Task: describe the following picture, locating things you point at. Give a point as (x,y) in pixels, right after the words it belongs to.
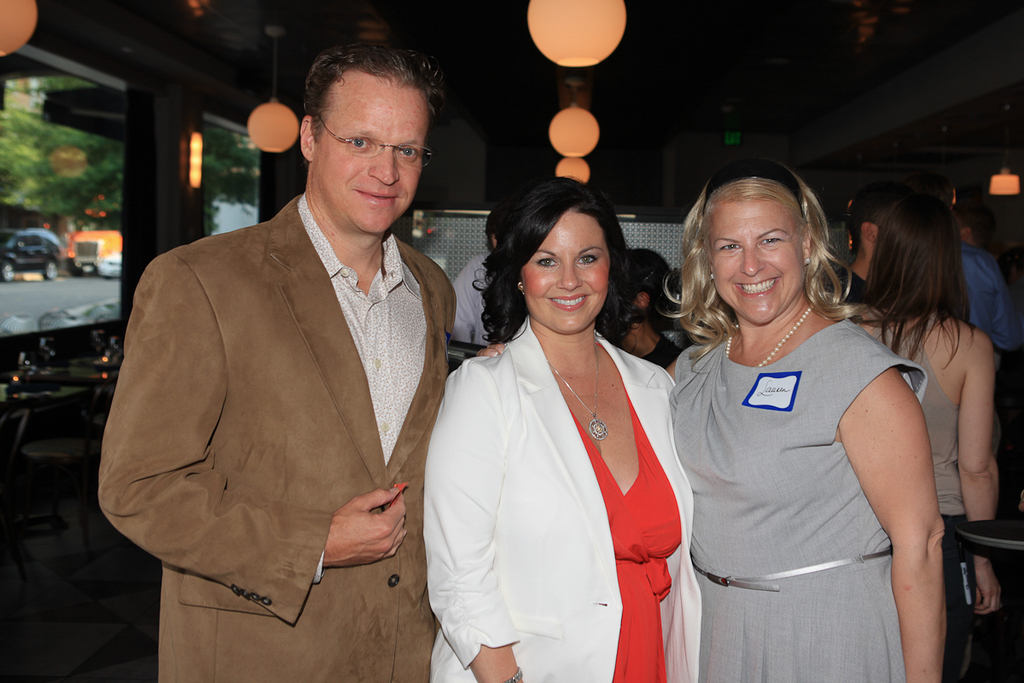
In this image I can three persons (502,439) standing and smiling. Also there are group of people (913,261), there are chairs (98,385), tables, lights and there is a glass wall (217,204). Through the transparent glass (94,210) I can see vehicles (70,247) and trees (98,197).
